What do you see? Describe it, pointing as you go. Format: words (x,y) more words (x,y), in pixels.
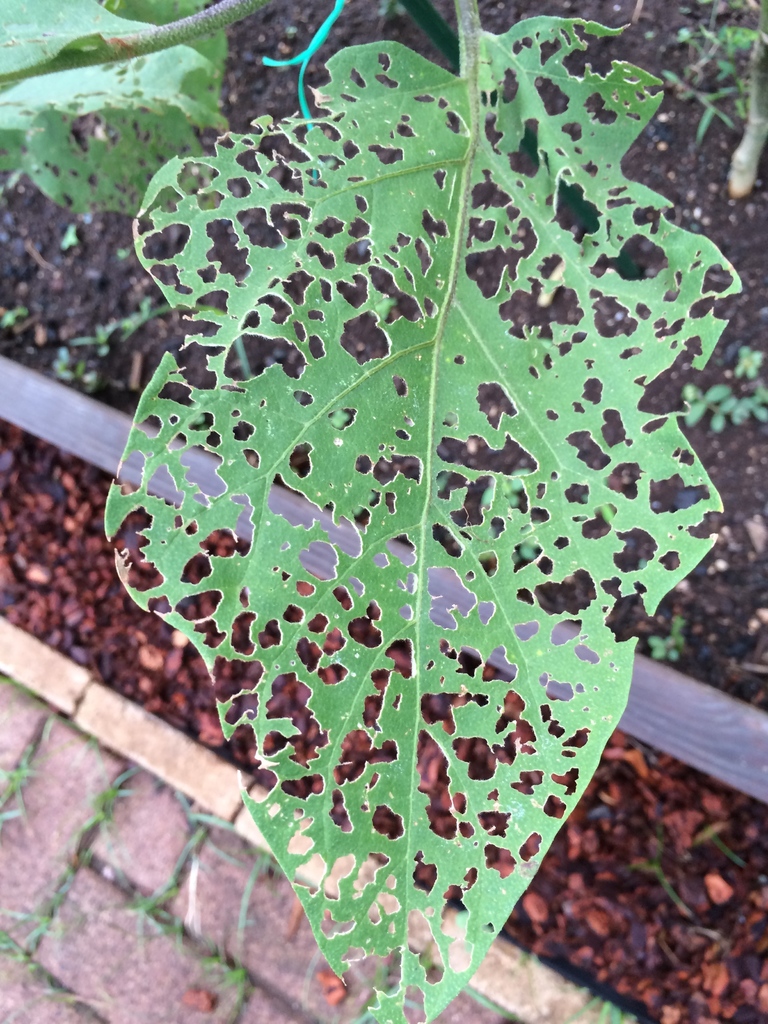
This picture shows few leaves (45,12) and we see small stones (40,576) on the ground (641,801).
